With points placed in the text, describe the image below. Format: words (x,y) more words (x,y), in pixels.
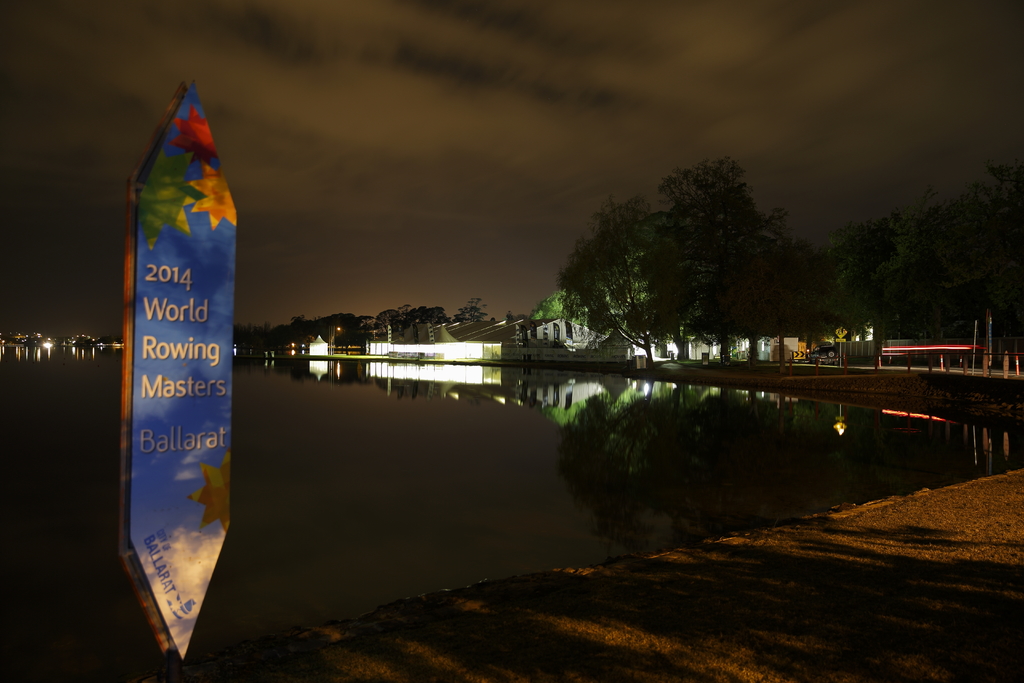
In this image I can see the ground (904,619), a board (152,172) and the water (422,461). In the background (610,349) I can see few buildings (442,328), few poles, few lights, a car (821,355) on the road (810,363), few trees (827,317) and the dark sky (489,127).
